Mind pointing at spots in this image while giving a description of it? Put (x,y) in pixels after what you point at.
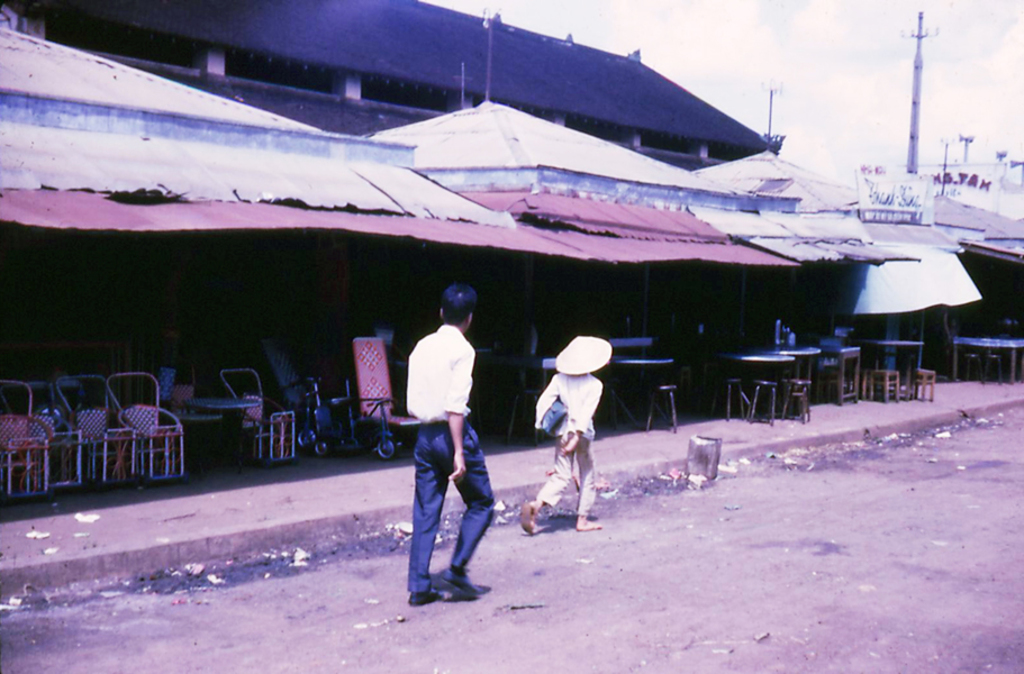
In this picture there is a man (454,399) wearing white color shirt (462,389) and black pant (476,523) is walking on the road (683,606). In the front (549,457) there is a person (548,504) wearing conical hat (577,364) and holding the bag (558,409) in the hand (571,440) is walking. Behind there is a tables (778,355) and chairs (932,371). In the background (782,193) there is a warehouse (582,70) with shed roof (956,204) and some electric poles (945,190).
